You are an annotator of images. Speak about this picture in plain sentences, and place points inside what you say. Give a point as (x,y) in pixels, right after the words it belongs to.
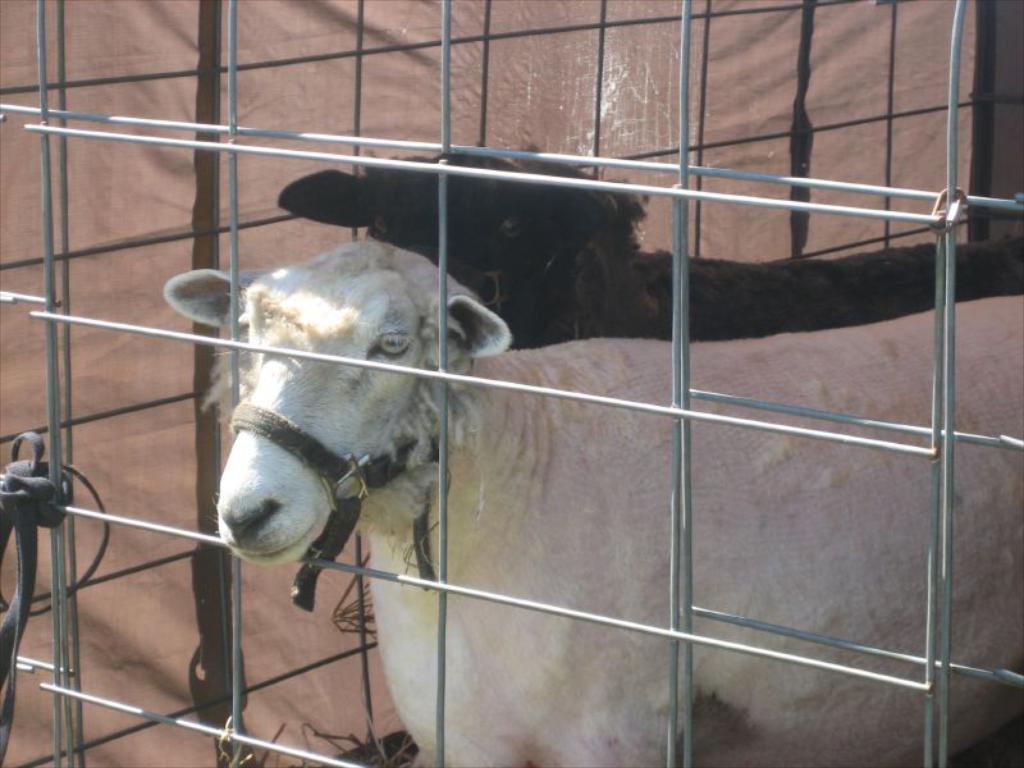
In this picture I can see couple of sheep (498,339), one is white and another one is black in color and I can see metal fence (685,217) and looks like a cloth (90,170) on the left side (167,213).
